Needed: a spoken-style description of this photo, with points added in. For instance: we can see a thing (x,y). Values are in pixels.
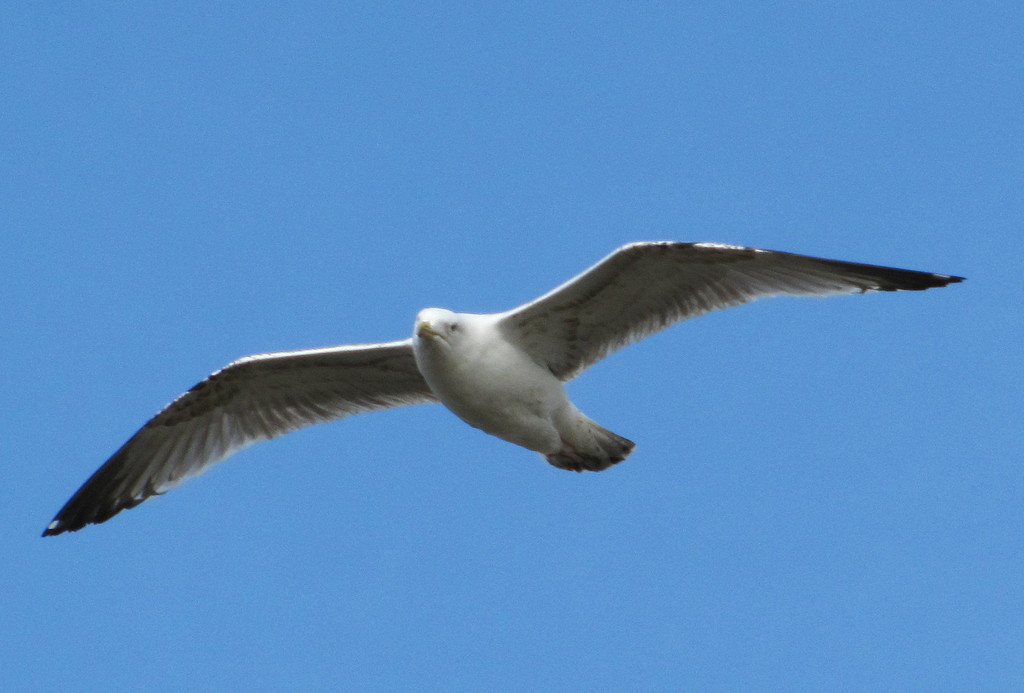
In this image, we can see a bird (346,390) in the sky (375,418).
